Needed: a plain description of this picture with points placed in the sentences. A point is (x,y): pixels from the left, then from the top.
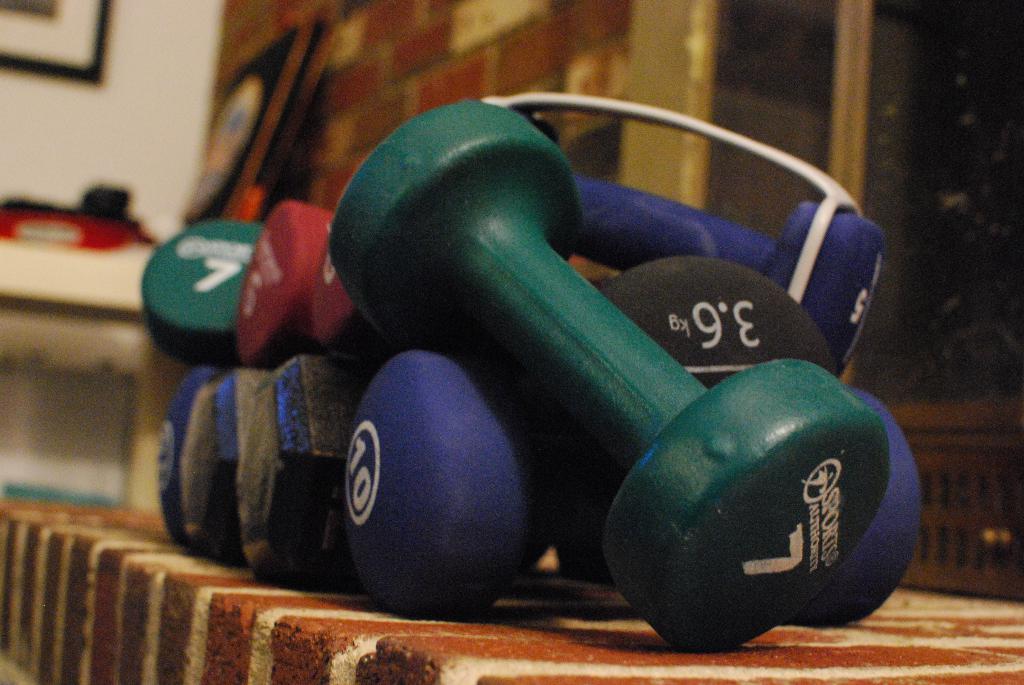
In this image there is table (91,526), a frame (48,8) on the wall (140,27) in the left corner (95,16). There are dumbbells (477,138) in the foreground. There are some frames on wall (164,13) in the background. And there is a railing (1014,420) in the right corner (1001,420).
